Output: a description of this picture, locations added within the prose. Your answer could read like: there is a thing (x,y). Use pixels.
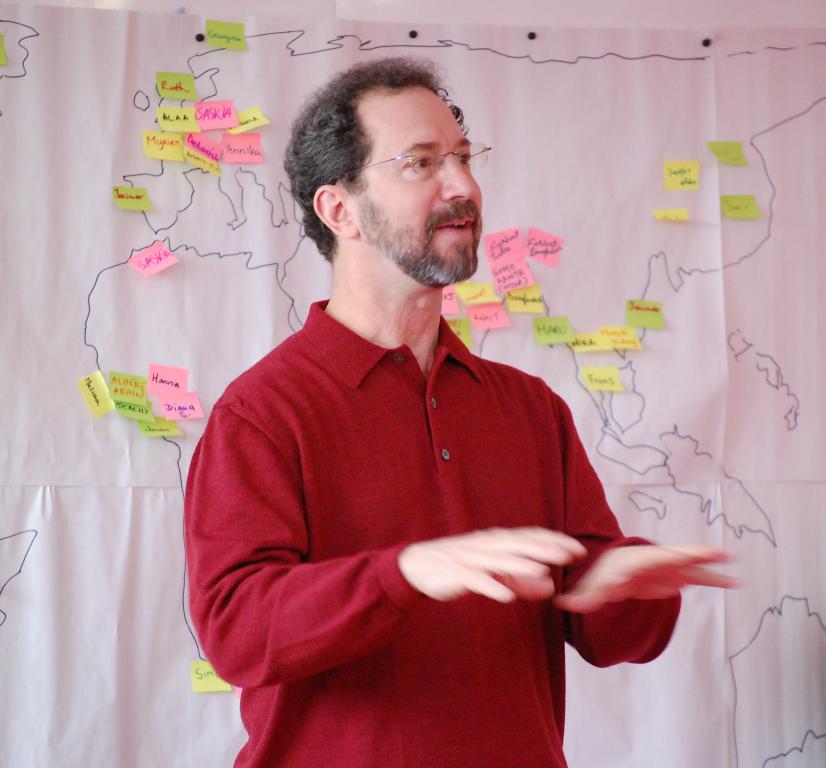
In this image, in the middle (344,429), we can see a man (380,347) wearing a red color shirt (455,360). In the background (512,29), we can see a white colored cloth (540,64), on which some papers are attached to it, we can also see a painting (619,361) on the cloth (53,638).
